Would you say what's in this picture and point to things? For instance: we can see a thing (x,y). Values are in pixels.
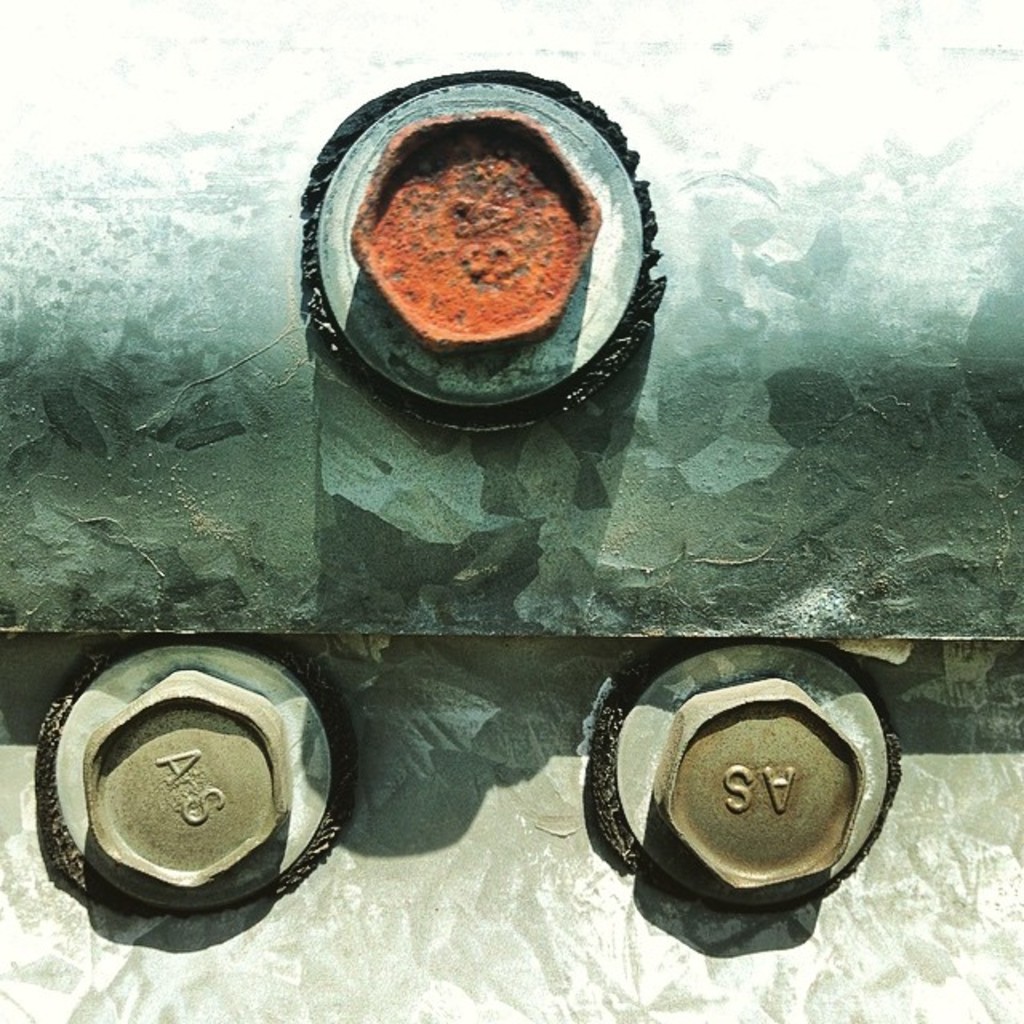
The picture consists of an iron object (29,254) and bolts (468,287).
